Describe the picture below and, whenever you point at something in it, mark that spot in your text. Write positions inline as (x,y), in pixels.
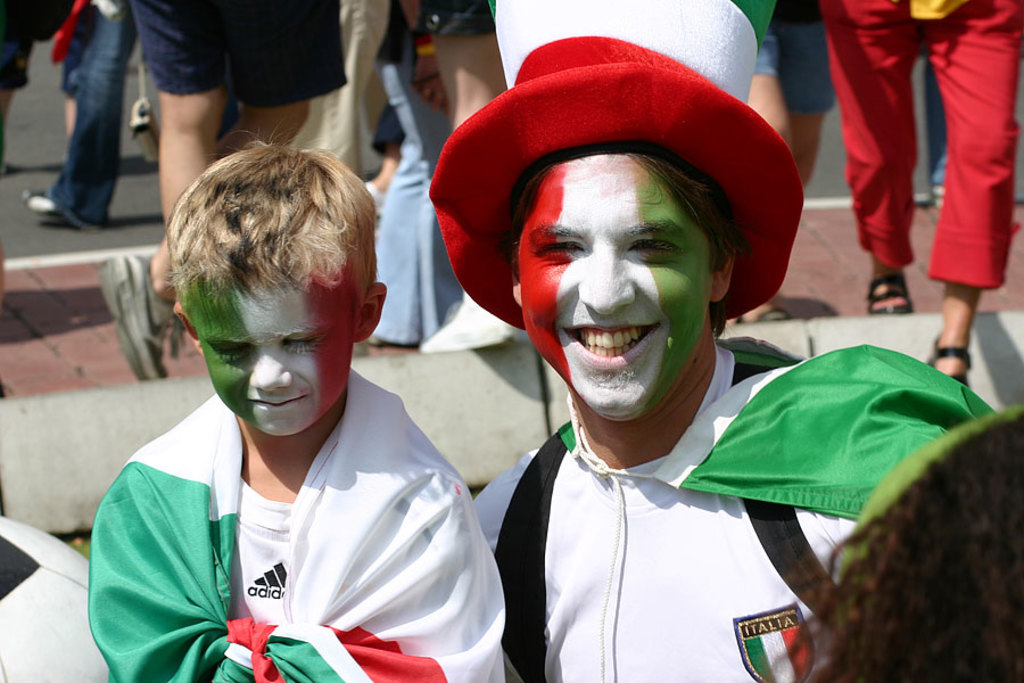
In this image we can see some people (394,129) walking on the road (77,237) and holding some objects (63,42). There are two people (608,608) painting their faces (663,330) with flag colors (300,411) and one object (54,580) on the ground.
